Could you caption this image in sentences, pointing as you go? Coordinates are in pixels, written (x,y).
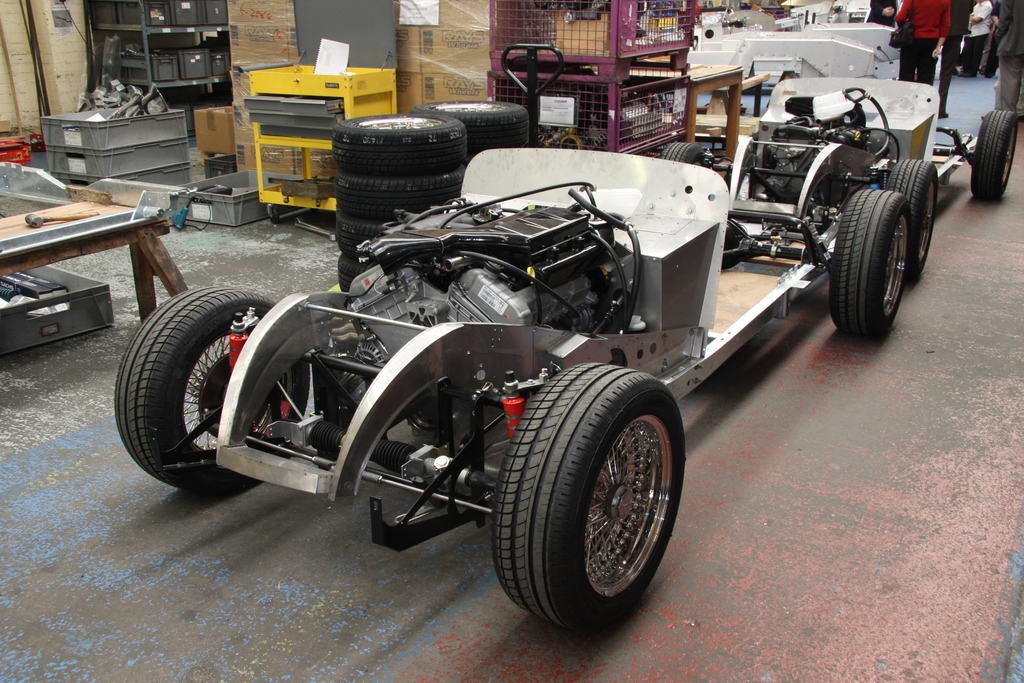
In the picture we can see a car (548,156) in the service station (852,414) with an engine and wheels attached to it and near to it, we can see some tables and some tool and near to it we can see some more trays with some tools (301,184).
